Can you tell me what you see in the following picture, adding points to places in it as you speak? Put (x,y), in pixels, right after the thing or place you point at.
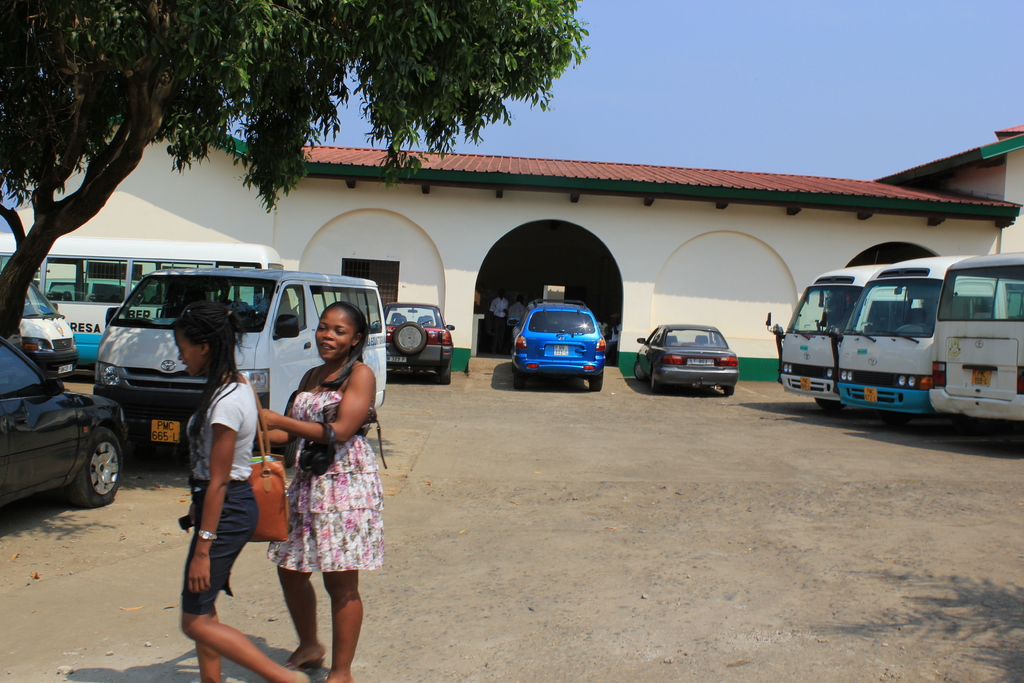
In this image in front of a building (465,359) there are many vehicles (55,358). In the foreground (267,436) two ladies (316,432) are walking. In the left (108,89) there is a tree (143,43). This is the entrance (544,264) of the building (549,270). The sky (613,125) is clear.
